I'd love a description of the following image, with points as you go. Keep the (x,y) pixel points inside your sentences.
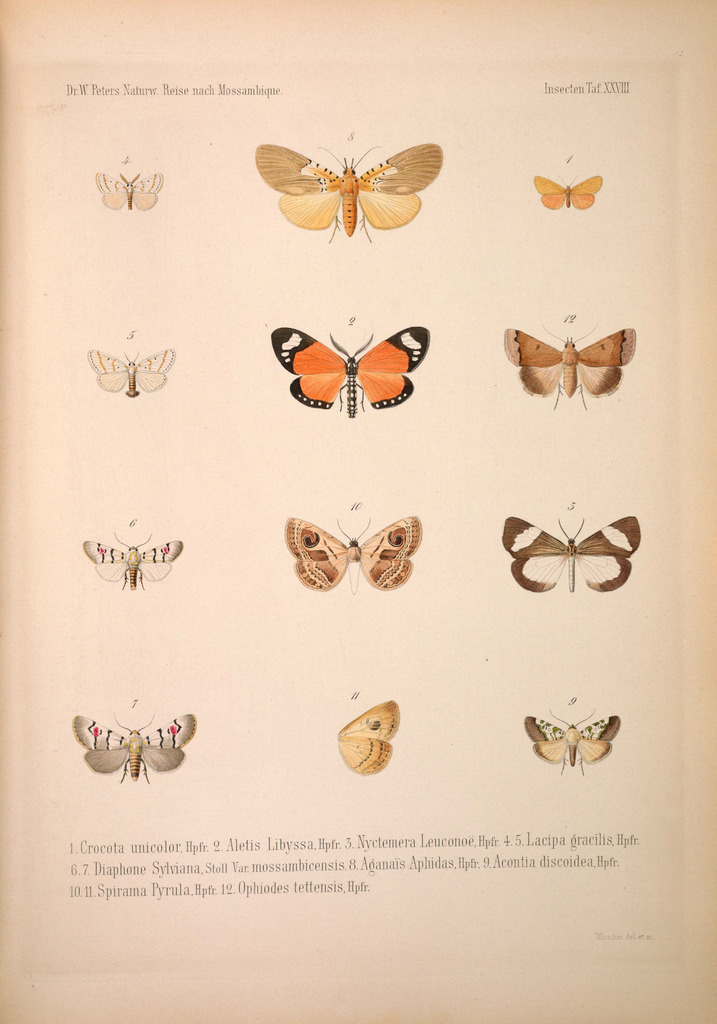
On this paper (574,802) there are pictures (149,744) of butterflies (117,362). Something written on this paper (512,294).
